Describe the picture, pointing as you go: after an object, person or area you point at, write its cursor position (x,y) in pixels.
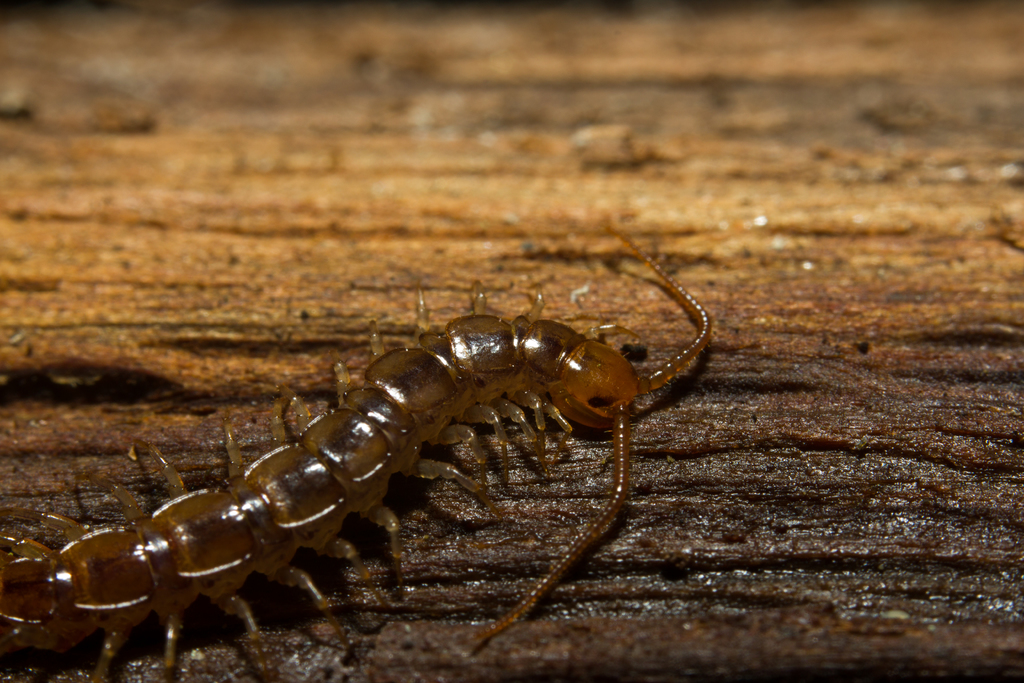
In this image I can see an insect (451,472) in brown color and the insect (336,500) is on the brown color surface (552,444).
